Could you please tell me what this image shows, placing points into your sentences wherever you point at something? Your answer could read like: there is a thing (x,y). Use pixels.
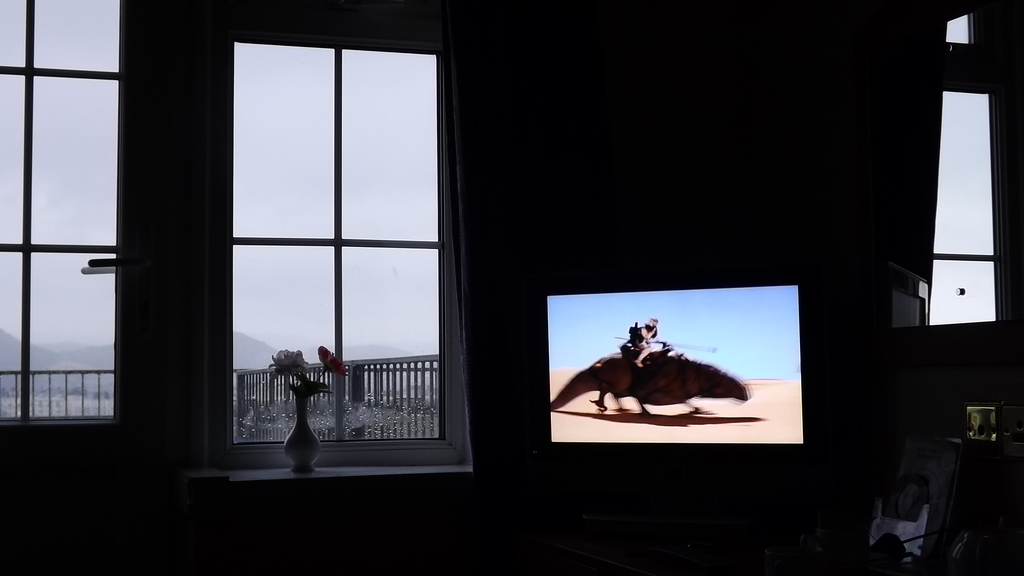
In this image we can see a glass window (314,275), there is the flower vase (302,420), beside there is the television (616,355) and picture (654,297) on it, there is the curtain (460,339), there is the sky (974,150).
